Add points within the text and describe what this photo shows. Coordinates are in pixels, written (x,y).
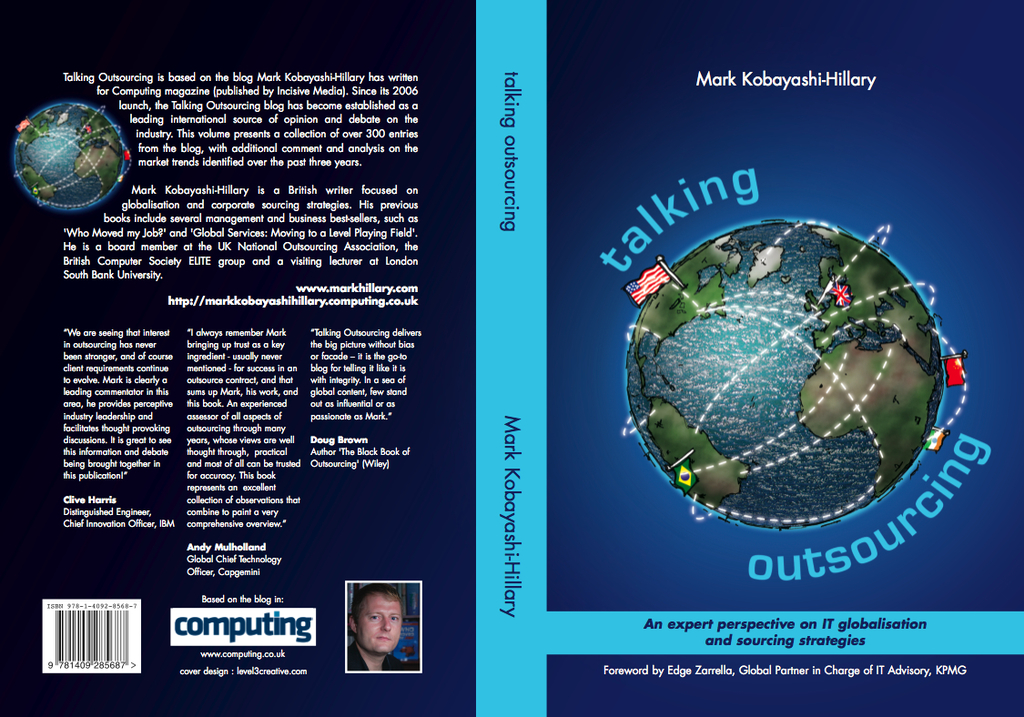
In this image, we can see a blue color poster (126,138).
